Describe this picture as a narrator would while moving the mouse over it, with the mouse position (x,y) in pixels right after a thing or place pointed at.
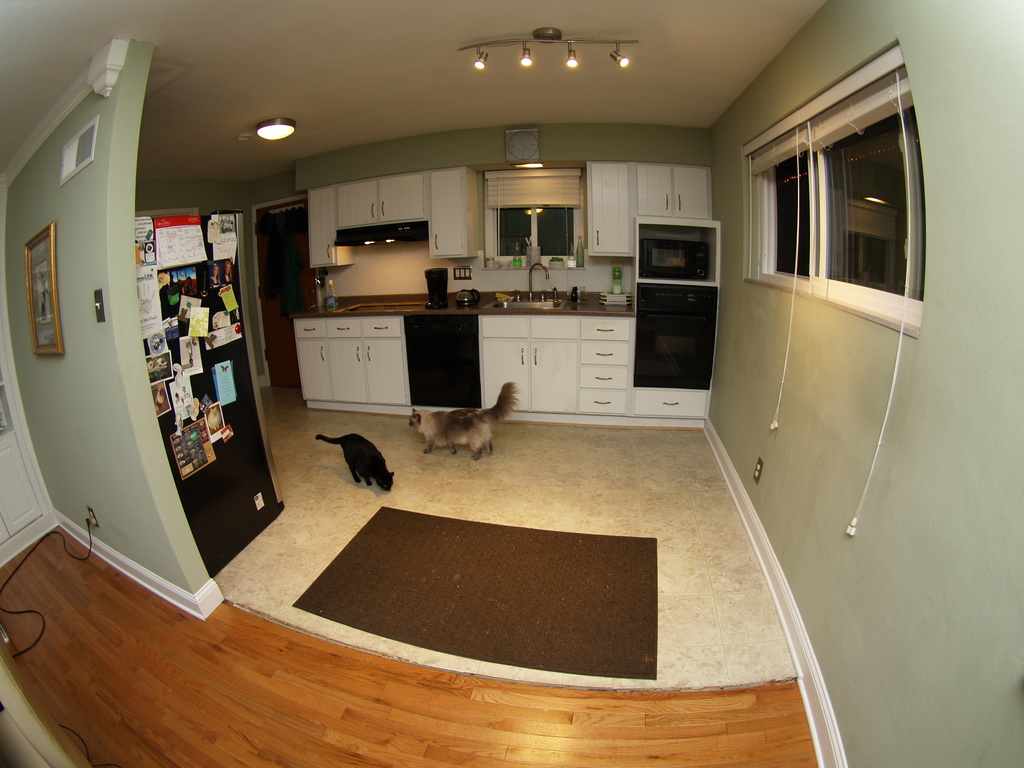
In this image we can see two cats (366,452) on the floor (409,459). On the floor (415,484) there is a carpet (469,559). On the right side (837,508) there is a wall (830,452) with windows (823,217). On the left side (72,343) there is a wall (72,343). On that there is a photo frame (43,328). Near to that there is a black color object (243,446). On that many things (190,385) are pasted. In the back (321,322) there is a platform (367,313) with racks (532,376). On the platform (522,295) there is a tap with wash basin (530,306). Also there are many items (461,299). There are windows (556,232) with curtains (512,195). On the ceiling (431,127) there are lights (501,43). Also there is a microwave oven (683,254). On the wall (569,157) there are cupboards (694,193).
